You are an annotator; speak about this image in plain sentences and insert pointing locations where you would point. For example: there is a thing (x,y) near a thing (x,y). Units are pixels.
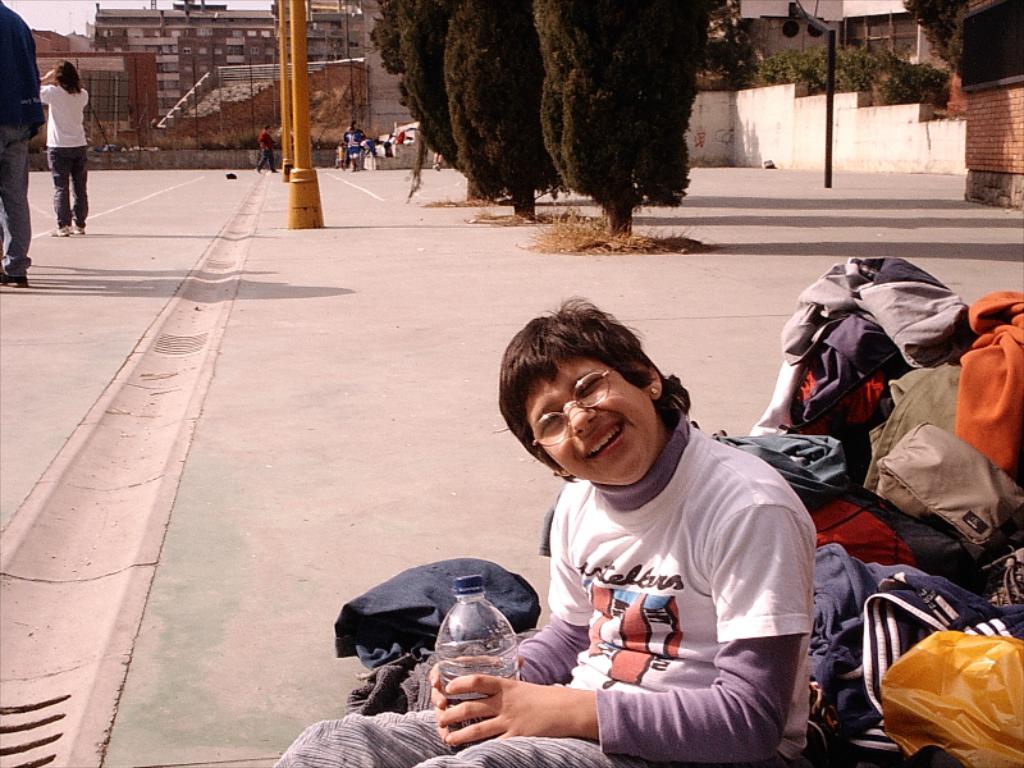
Here we can see a child (304,752) sitting with a bottle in her hand (481,703) and behind her we can see trees (675,140), we can see people (67,133) Standing and we can see buildings (170,16) visible.
